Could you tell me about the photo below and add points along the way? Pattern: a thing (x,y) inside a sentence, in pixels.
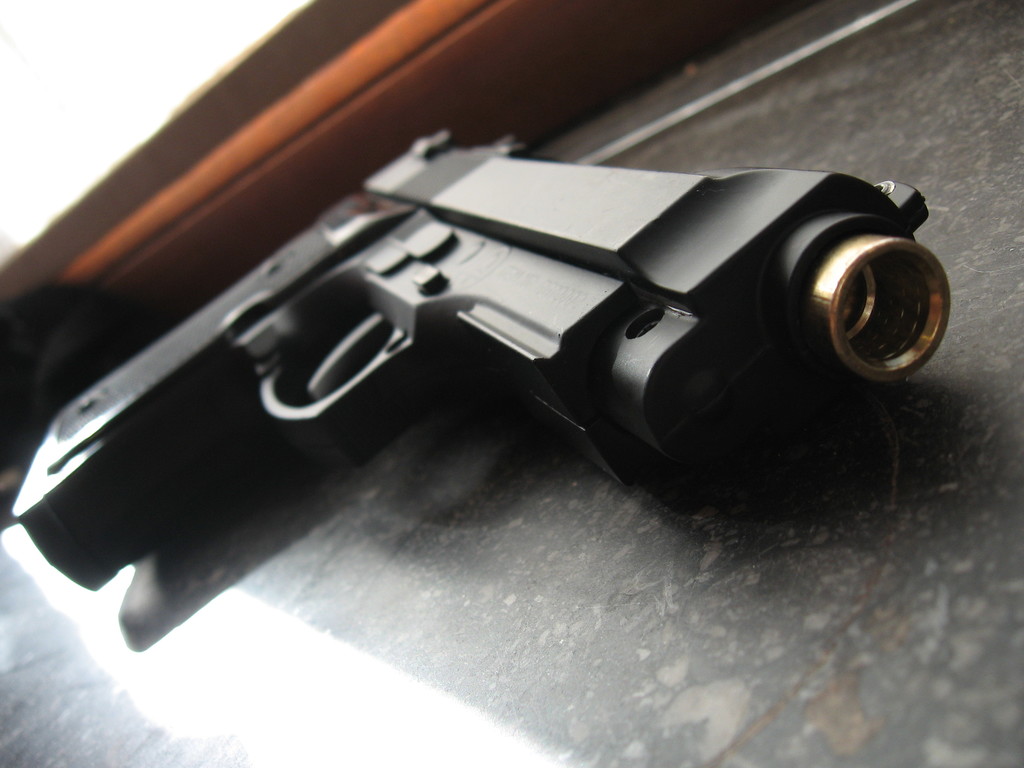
In this picture I can see a gun (307,273) and a wall (108,82) in the background (159,222).
